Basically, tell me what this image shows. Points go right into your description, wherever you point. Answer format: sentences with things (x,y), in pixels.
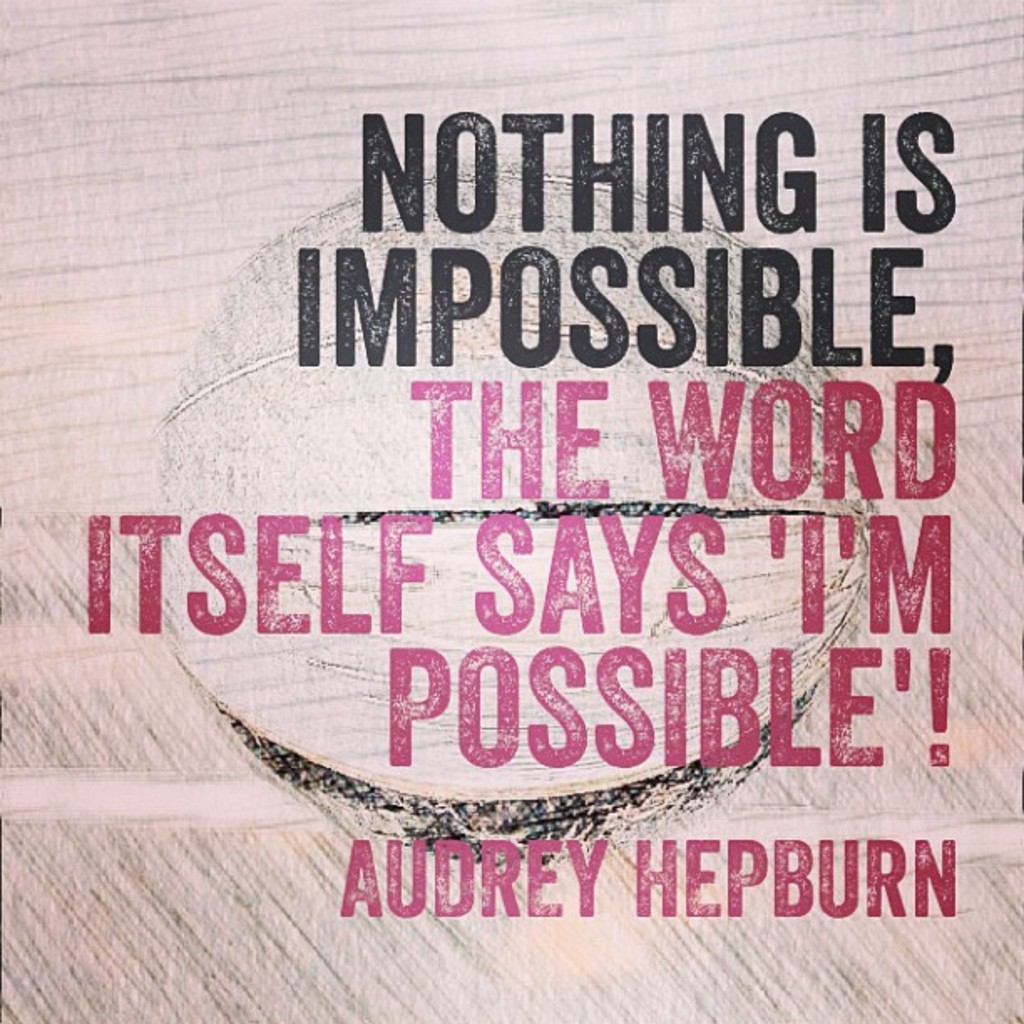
As we can see in the image there is a wall (140,372). On wall (113,228) there is something written.
